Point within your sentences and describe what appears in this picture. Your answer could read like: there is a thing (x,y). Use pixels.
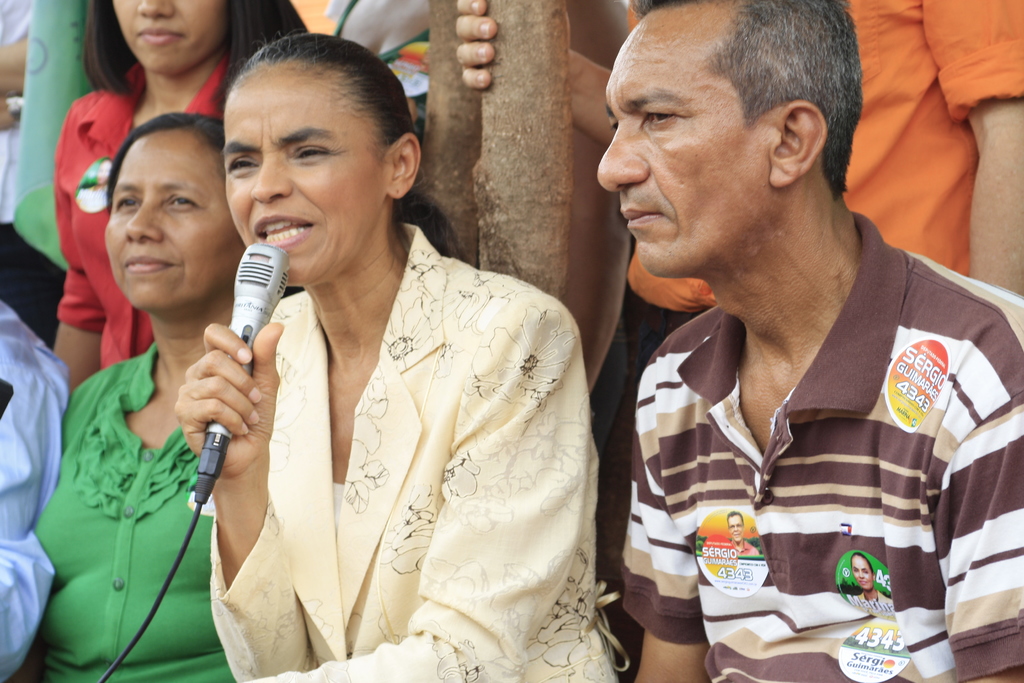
This is the picture of several people (799,351) in which a lady (274,198) is holding a mike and a guy (890,378) has some stickers (889,380) on his tee shirt (819,538).
